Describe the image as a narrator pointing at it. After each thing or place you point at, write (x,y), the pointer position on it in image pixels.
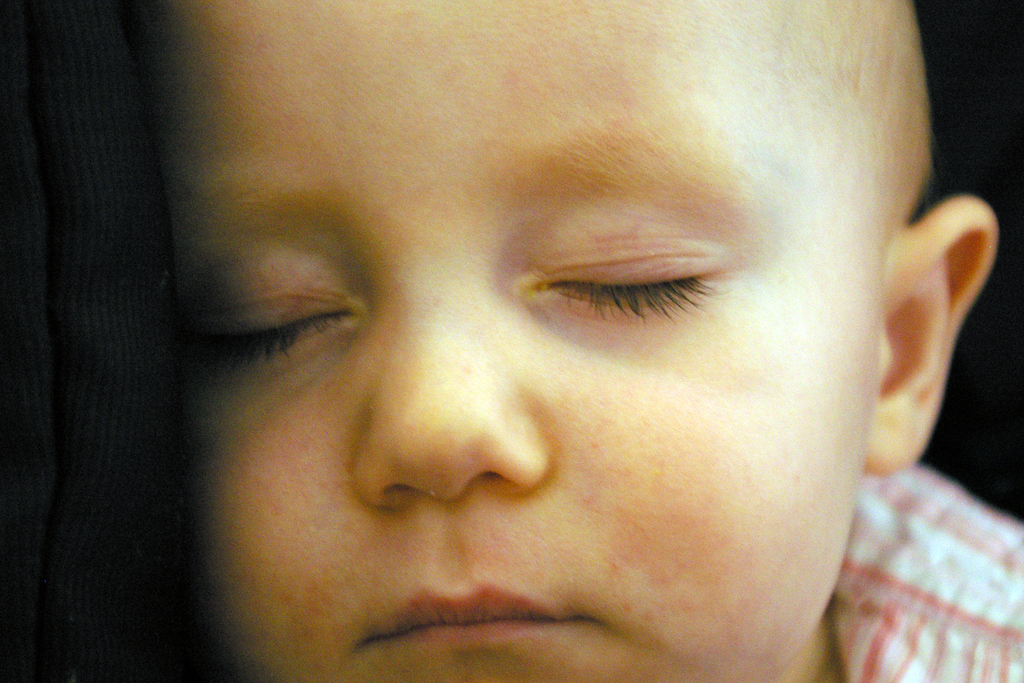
In this image, there is a small kid (963,498) sleeping, at the left side (65,346) there is a black color object (40,394).
